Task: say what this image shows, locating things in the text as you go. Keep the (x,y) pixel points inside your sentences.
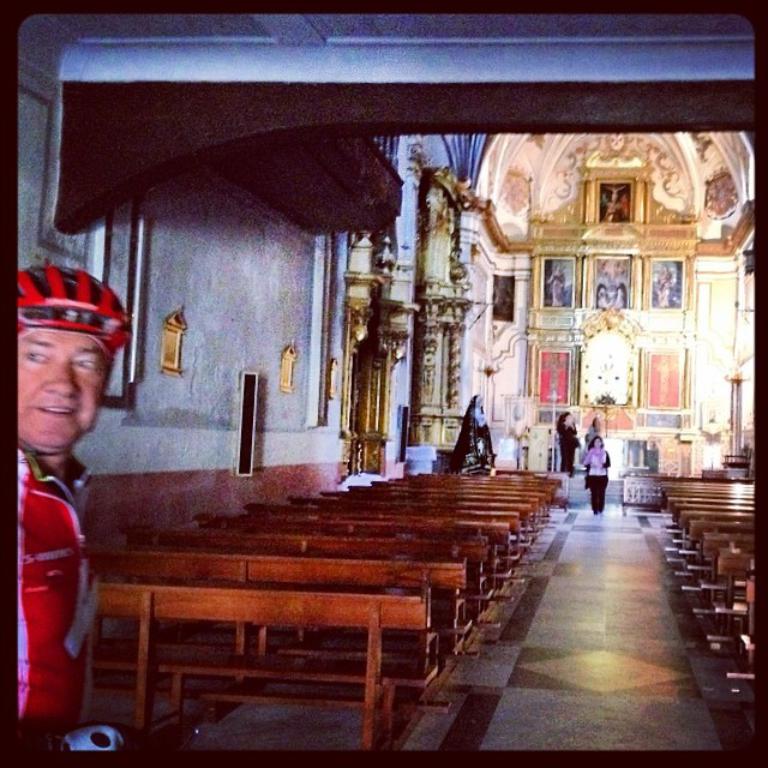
In this image I can see benches (350,535) visible on the floor (603,624) and I can see a person (603,502) visible in the middle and I can see a colorful design wall (694,288) visible on the right side (690,331) and on the left side (67,388) I can see a person (36,545) wearing a colorful t-shirt (36,583).
